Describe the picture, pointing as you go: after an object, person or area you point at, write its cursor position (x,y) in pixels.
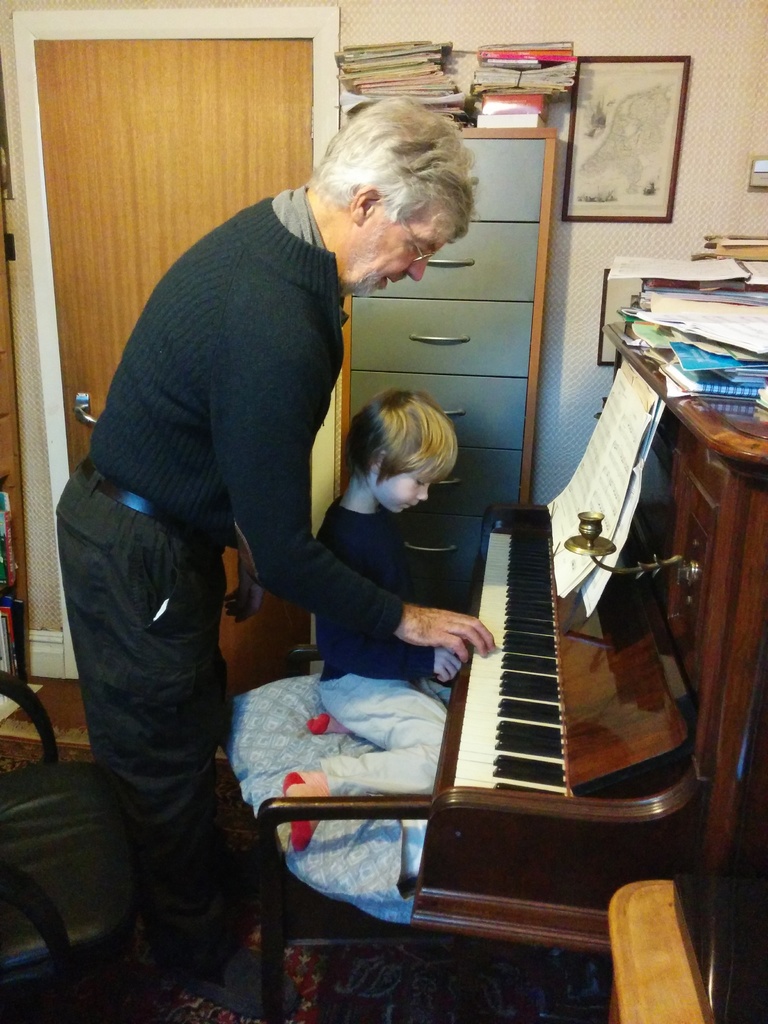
A man (300,239) wearing a specs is playing a keyboard (513,688). Another a boy (350,673) is sitting on a chair (303,756). On the keyboard (645,499) there is paper (623,442). Above the keyboard (679,423) there is table (703,420). On the table (693,427) there are papers (706,323), books (731,374). On the background (206,124) there is a door (228,124), wall (723,36) and a cupboard (532,285). On the cupboard (524,180) there are books (444,73). On the wall (693,115) there is a photo frame (600,173). Also there is a chair (72,869) on the left side (57,864).
